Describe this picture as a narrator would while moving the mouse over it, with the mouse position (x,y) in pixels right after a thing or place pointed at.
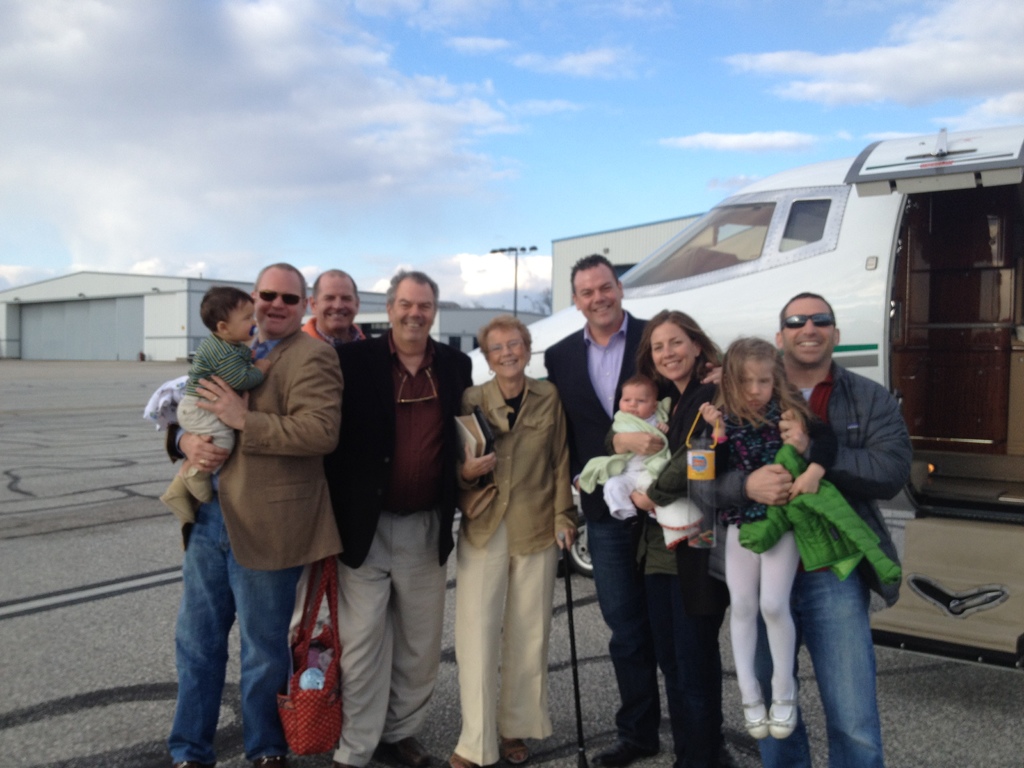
In this image there are group of people (468,598), and some of them are holding babies (605,481) and some of them are holding bags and jackets (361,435). In the background (763,265) there is some vehicle (789,262), and it looks like an airplane (945,357) and also we could see some buildings (53,337), pole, lights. At the bottom (105,561) there is walkway (809,696), and at the top (452,206) there is sky (559,202).
